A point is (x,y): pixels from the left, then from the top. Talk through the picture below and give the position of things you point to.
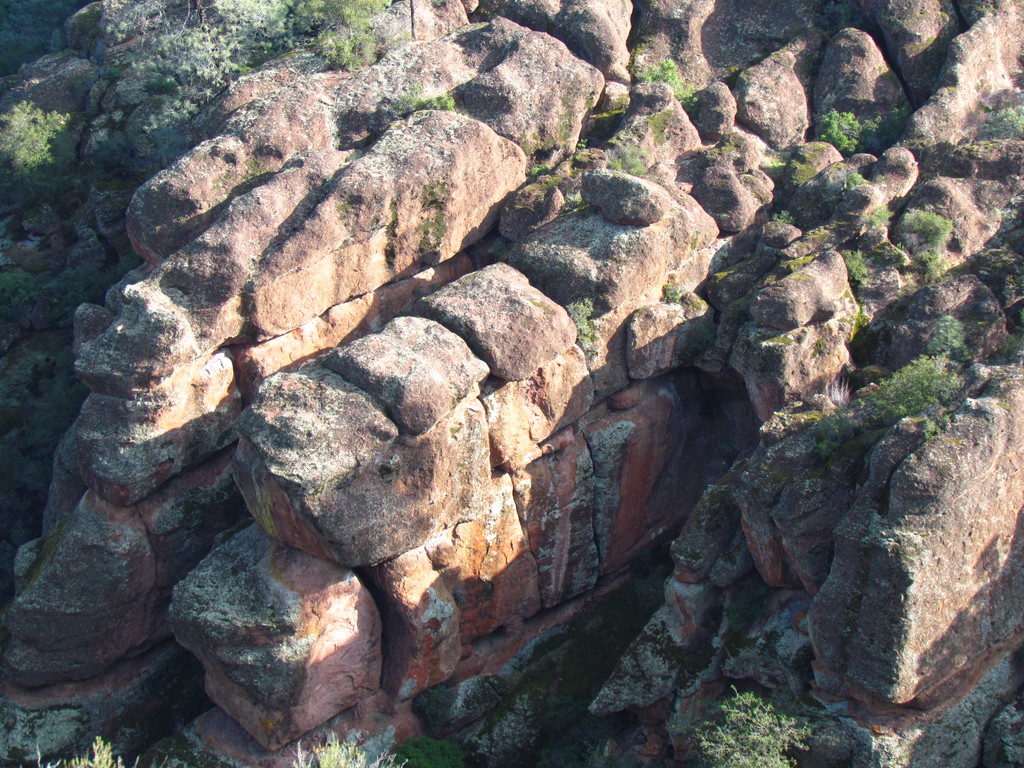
We can see stones (444,190) and plants (56,48).
